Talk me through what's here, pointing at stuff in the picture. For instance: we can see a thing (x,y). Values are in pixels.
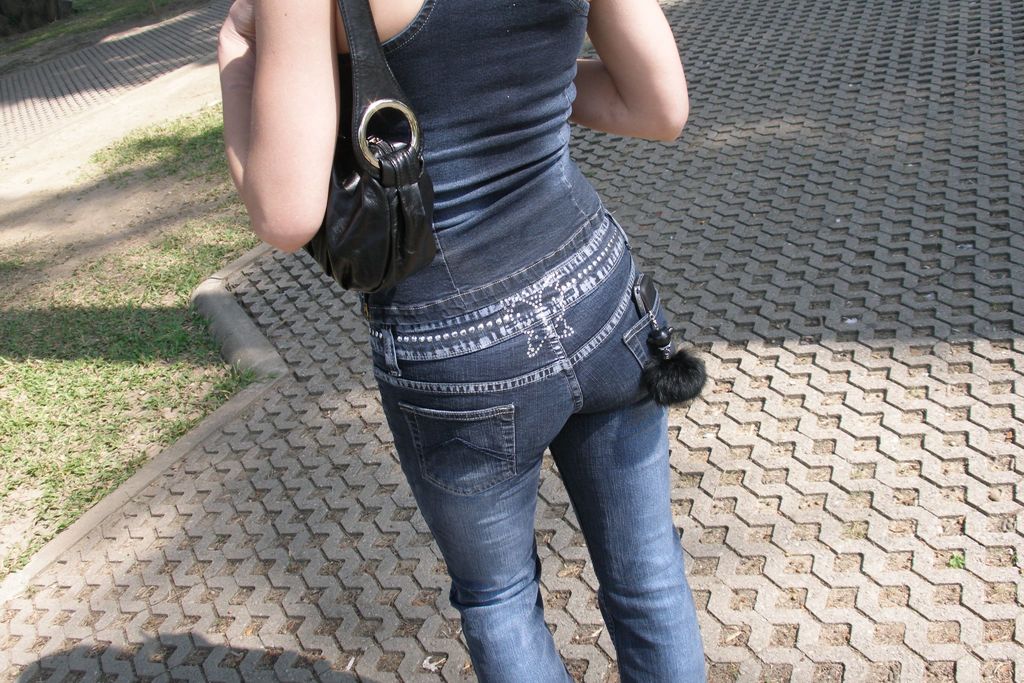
In this image we can see a woman (512,89) is standing on the pavement (305,549). She is wearing dark blue color top (436,260), jeans (492,438) and carrying black color bag (360,227). We can see some grass (110,298) on the land (144,314).
